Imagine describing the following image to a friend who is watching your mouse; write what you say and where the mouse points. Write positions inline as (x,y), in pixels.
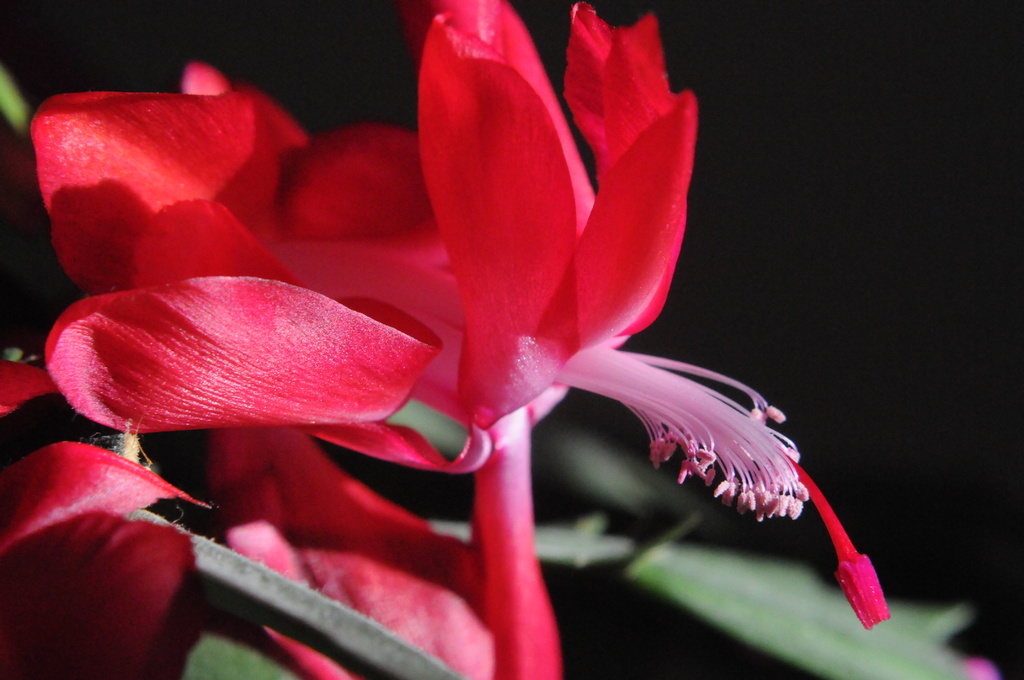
In this image we can see a flower (240,339) which is in red color.
